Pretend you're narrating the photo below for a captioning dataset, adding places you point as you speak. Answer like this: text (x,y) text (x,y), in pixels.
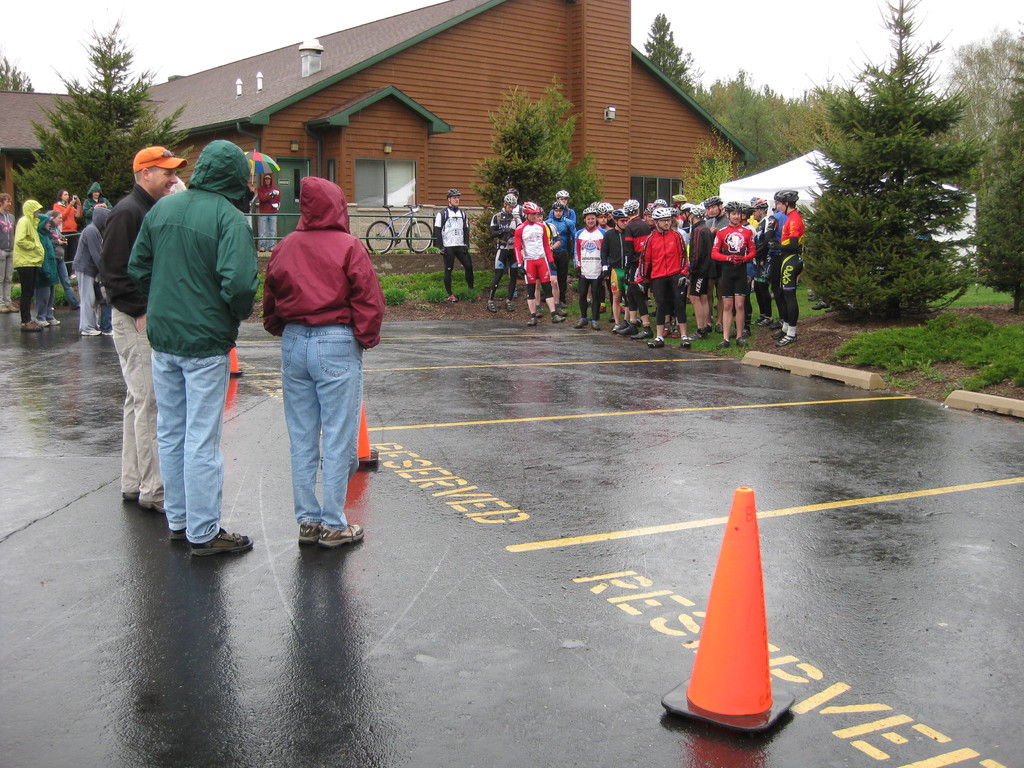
In the picture we can see a path (919,424) on it we can see a yellow color lines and written on it as reserved and some people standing near it wearing a rain coats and opposite to them we can see some cyclists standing wearing jackets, and helmets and behind them we can see some trees (519,124), house building (477,155) which is brown in color and besides we can see trees (790,157) and sky (26,21).
